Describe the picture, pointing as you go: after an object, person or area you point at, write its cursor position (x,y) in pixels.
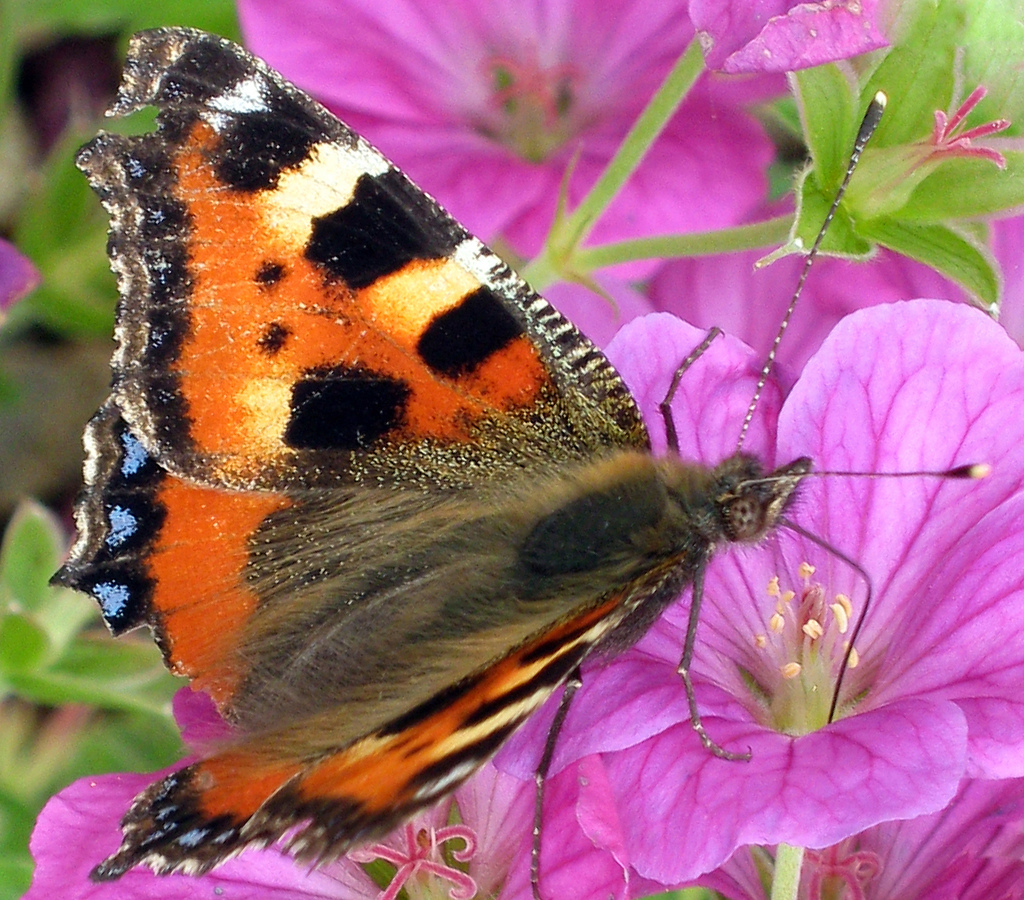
In this picture we can see a butterfly (184,599) on the flower (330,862). Behind the butterfly (316,617), there are flowers (581,154) and a blurred background (12,605).
